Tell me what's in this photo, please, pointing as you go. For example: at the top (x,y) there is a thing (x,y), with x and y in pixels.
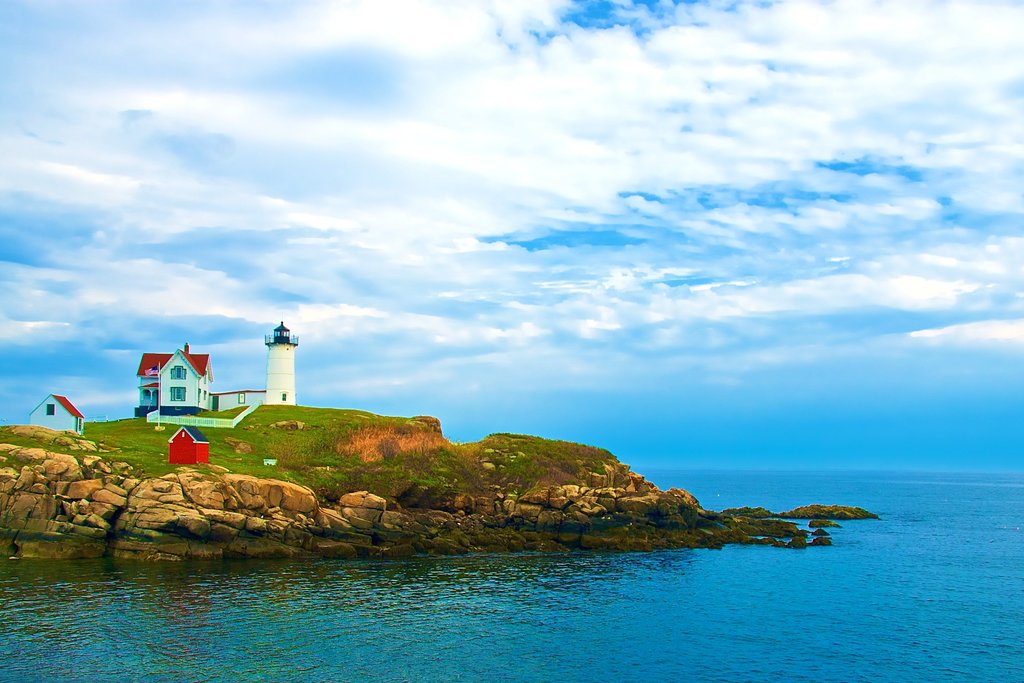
In this image, I can see the houses (193,456), a lighthouse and grass (402,479) on a hill (422,505). At the bottom of the image (483,636), there is water (925,553). In the background (290,236), there is the sky (324,213).
